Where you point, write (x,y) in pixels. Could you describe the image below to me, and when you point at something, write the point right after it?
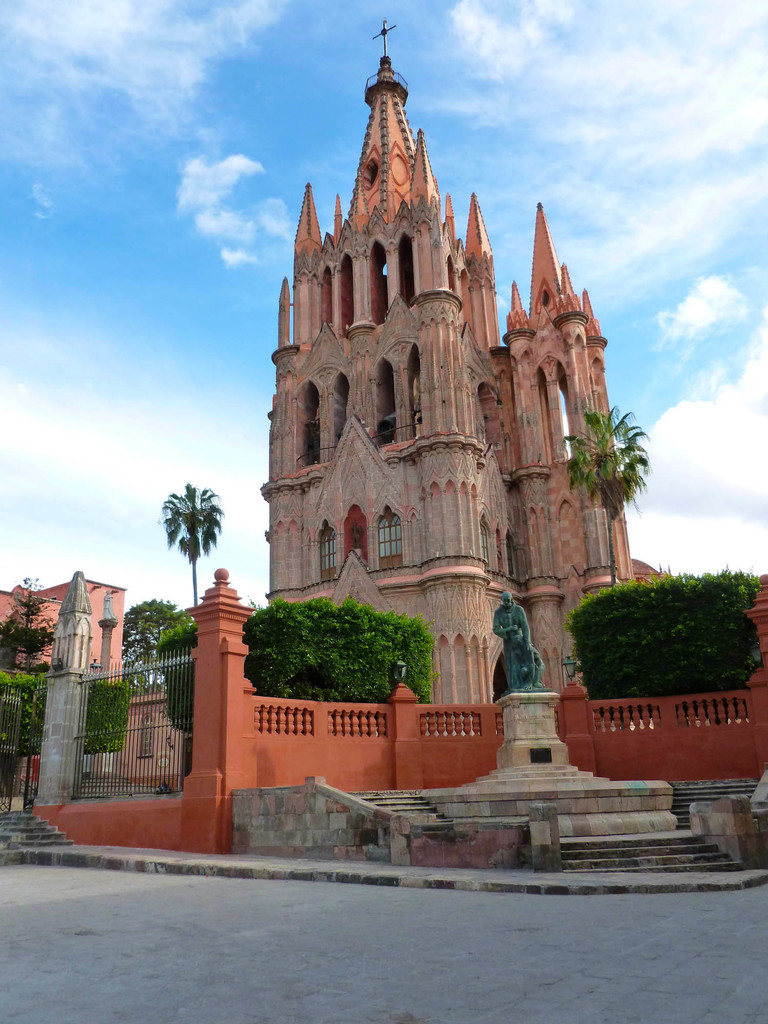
In this image we can see a building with windows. We can also see the metal fence (133,784), wall (293,745), the staircase (444,809), a statue (509,638), some plants (340,662), trees (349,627) and the sky (199,361) which looks cloudy.
